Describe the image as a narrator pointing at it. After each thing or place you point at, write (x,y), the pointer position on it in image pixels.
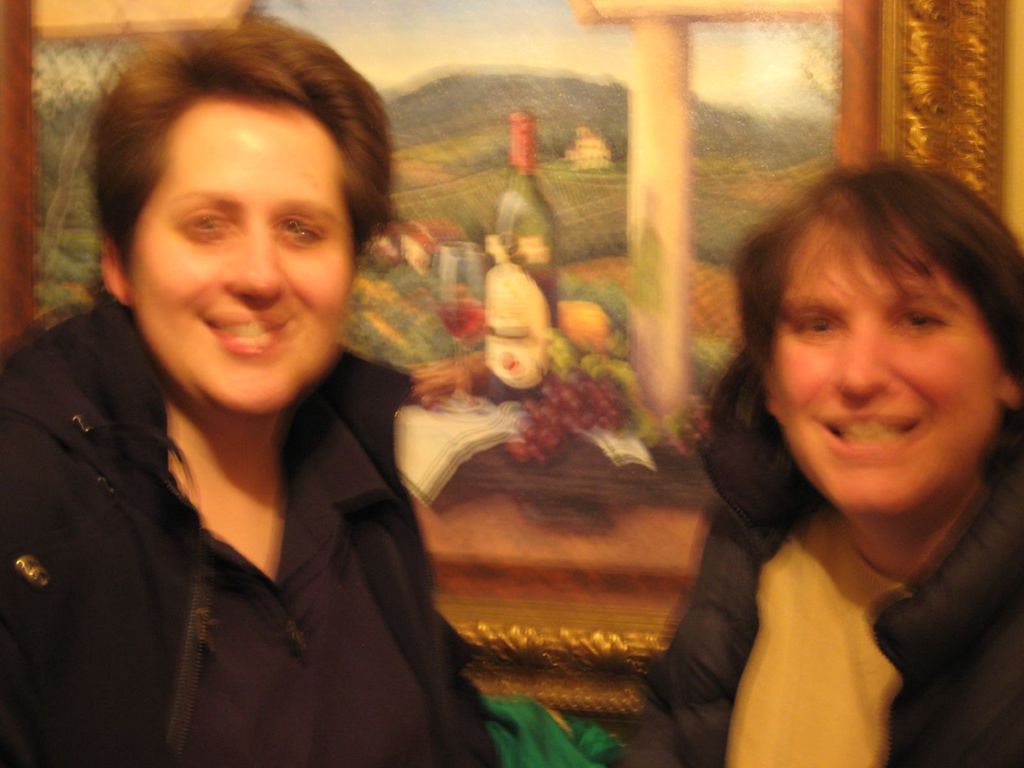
In this picture we can see a blurry image of 2 people (249,363) looking and smiling at someone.
